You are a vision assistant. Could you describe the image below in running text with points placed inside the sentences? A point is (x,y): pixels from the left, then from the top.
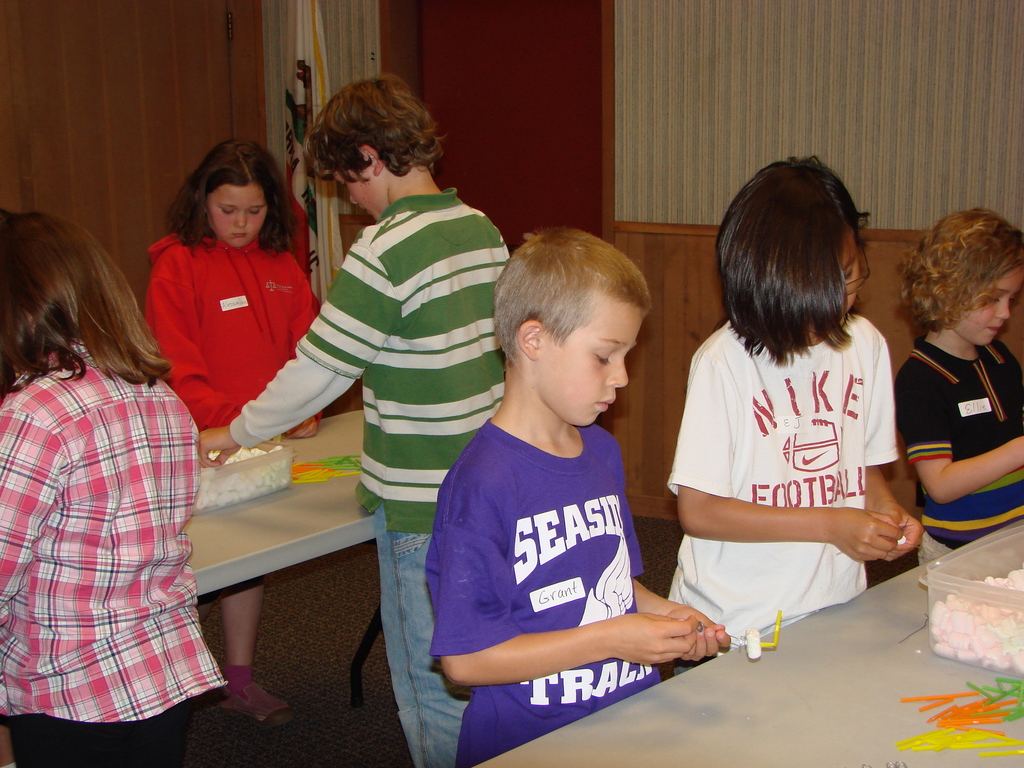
In this image there are kids (399,678) standing. In front of them there are tables (588,746). On top of it there are some objects (975,559). In the background of the image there is a flag (331,230). There are doors (27,177) and a wall (859,89).
